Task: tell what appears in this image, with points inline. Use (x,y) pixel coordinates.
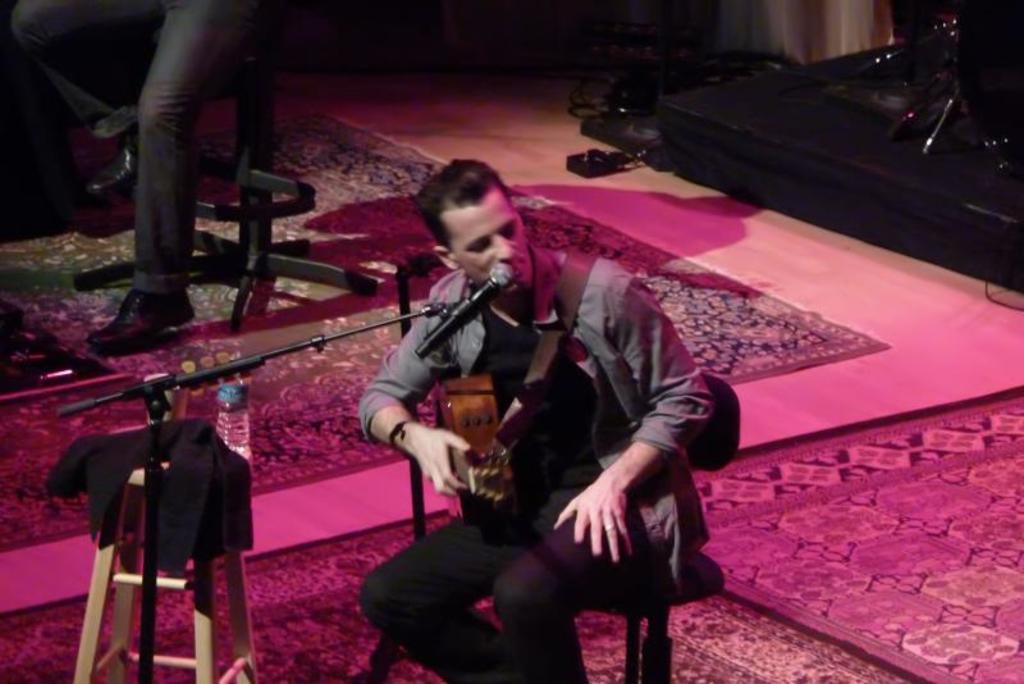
In this image I can see two people (486,211). I can see one person (551,445) is holding the musical instrument (457,434) and sitting in-front of the mic (468,317). To the side there is a black color cloth (166,483) and bottle (241,396) on the stool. In the background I can see some wires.
